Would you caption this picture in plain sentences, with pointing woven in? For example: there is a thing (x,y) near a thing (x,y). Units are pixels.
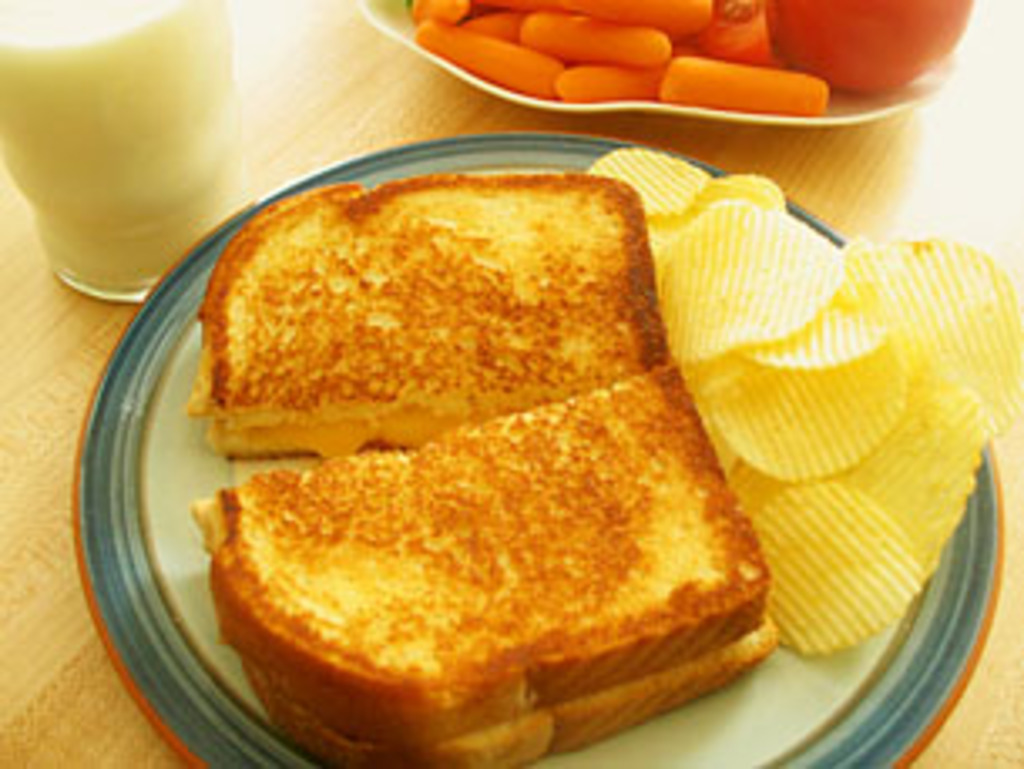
In this picture we can see there is a table (11,381). On the table (791,171) we can see glass of milk (133,187), plate (104,486) contains bread slices (553,419) and chips (800,234), bowl (628,82) contains food items (561,27) are present.
